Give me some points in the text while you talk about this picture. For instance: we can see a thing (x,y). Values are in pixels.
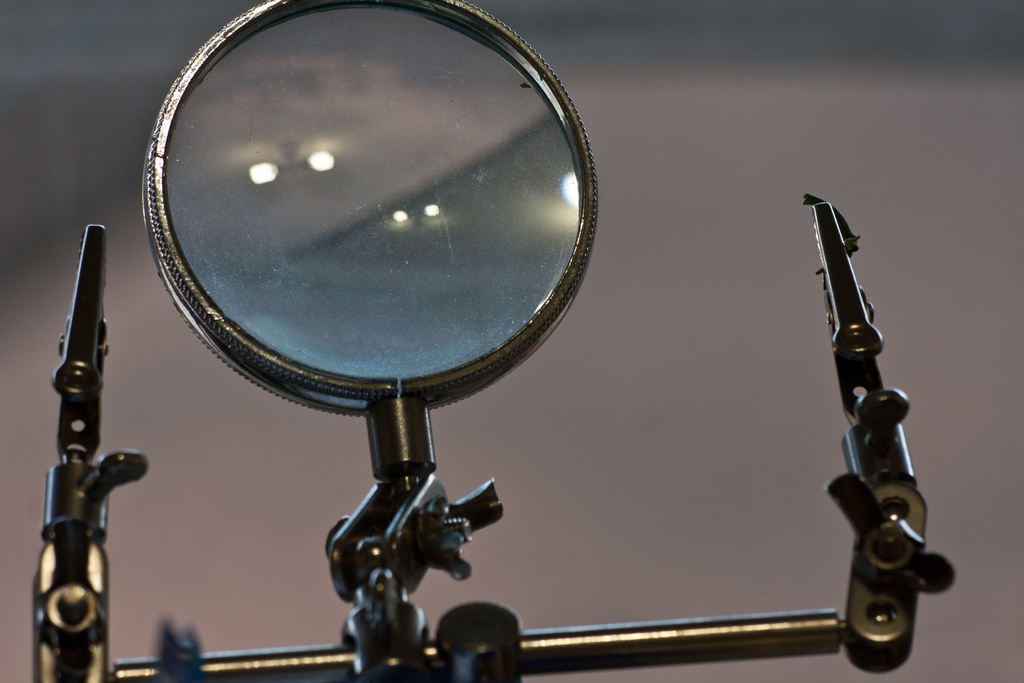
In this image, we can see a magnifying glass (385,449) on the stand (460,658). Background (815,416) there is a blur view. On the magnifying glass (506,328), we can see lights reflection (273,174).
